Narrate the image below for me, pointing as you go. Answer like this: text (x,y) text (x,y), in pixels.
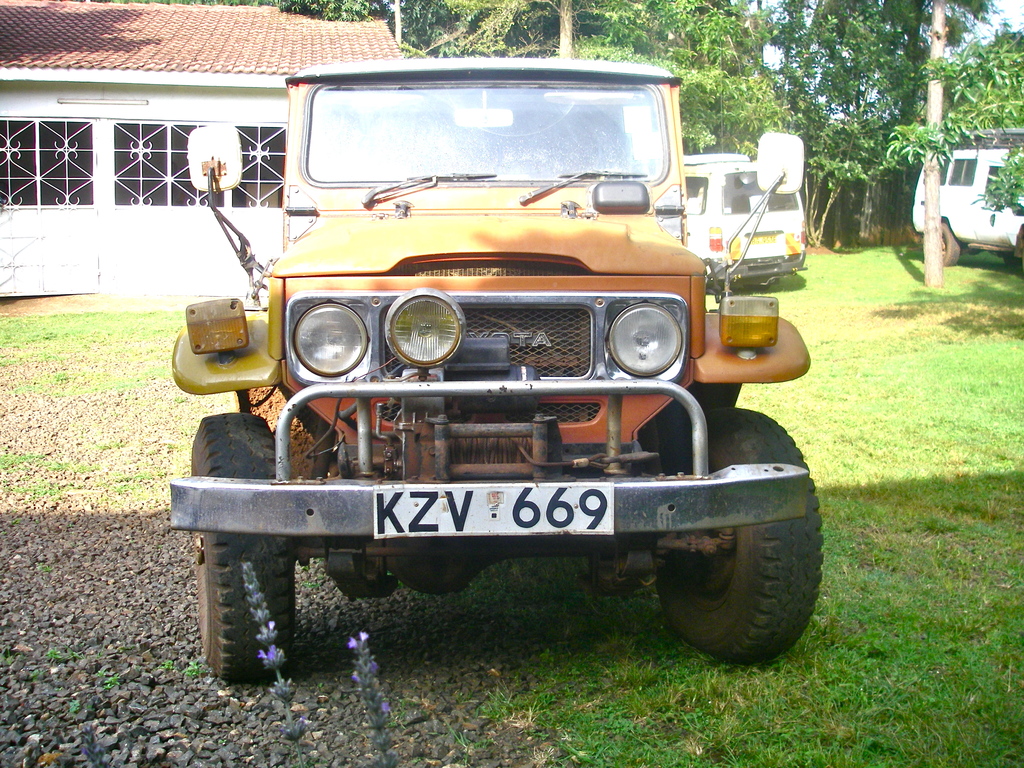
In this image there are vehicles (951,183). At the bottom of the image (958,616) there is grass (972,490) on the surface (955,502). On the left side of the image (84,65) there is a building (70,269). In the background of the image (799,112) there are trees (889,94).
